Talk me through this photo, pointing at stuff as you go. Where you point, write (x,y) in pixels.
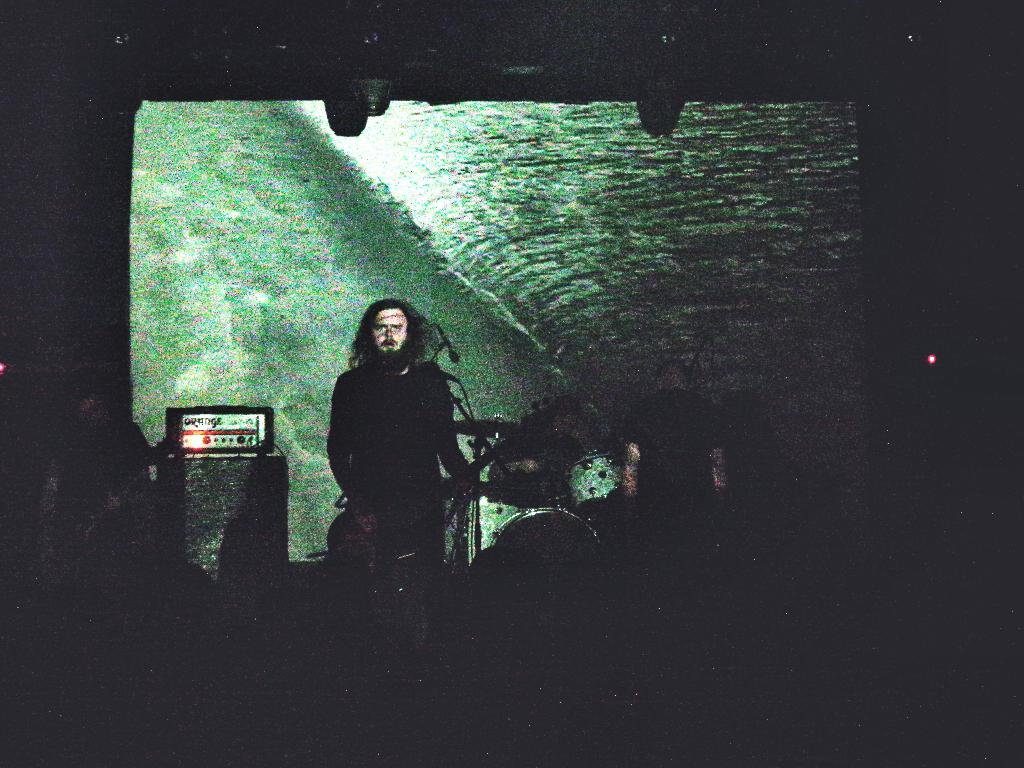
In this picture there is a person (433,410) standing and playing guitar (406,509) and there are some objects (579,473) behind him.
